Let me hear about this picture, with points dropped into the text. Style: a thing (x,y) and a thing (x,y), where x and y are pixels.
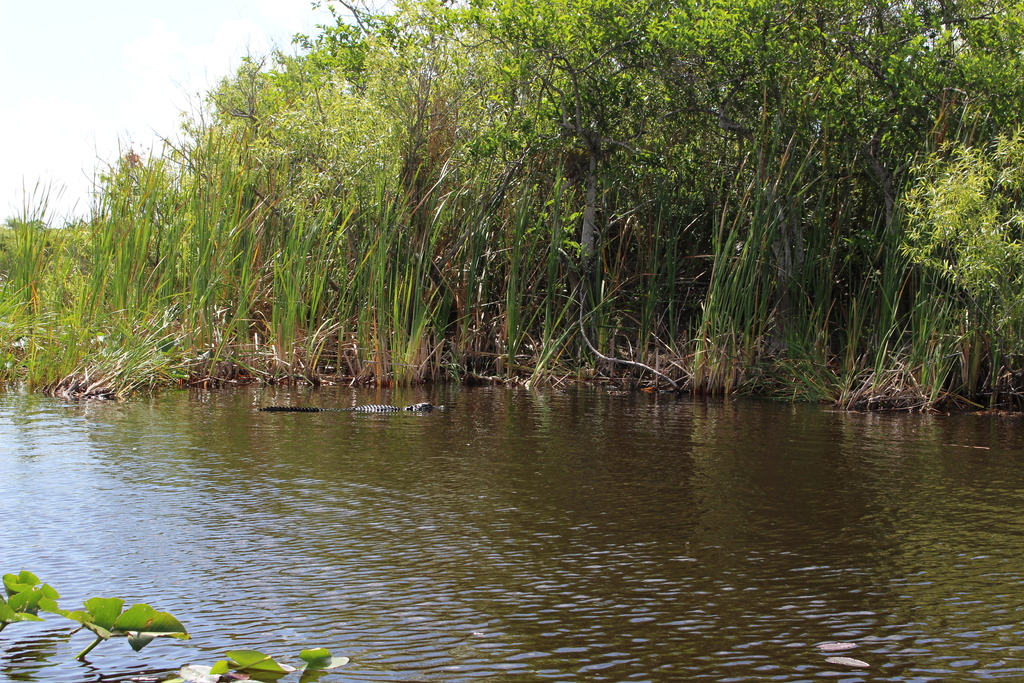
In this image there is so much of water (817,563) and plants (293,246) beside that.
